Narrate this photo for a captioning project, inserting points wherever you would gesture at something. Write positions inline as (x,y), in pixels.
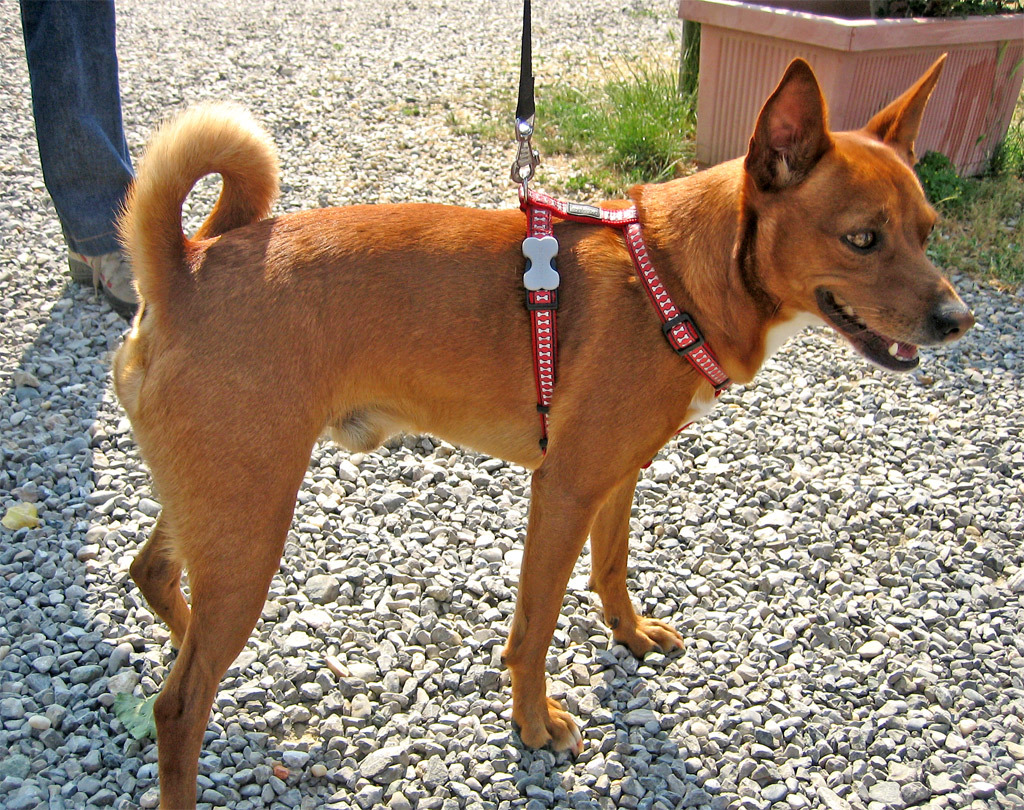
In this image in the center (557,353) there is one dog (559,337), and on the bottom (606,739) there are some small stones (106,457). And on the top of the left side (89,135) there is one person's leg (81,110) and on the top of the right side (971,52) there is a flower pot (762,87) and grass (670,105) is there.
